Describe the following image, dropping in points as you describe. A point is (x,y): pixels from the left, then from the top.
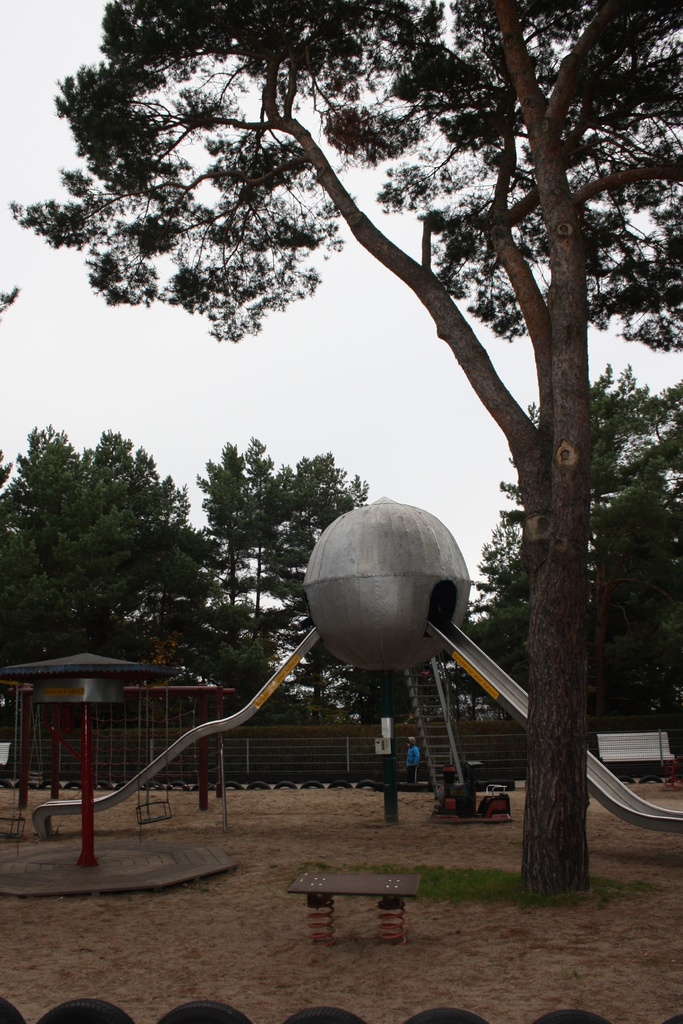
This image is taken outdoors. At the top of the image (82,286) there is the sky (321,370). In the background (174,617) there are many trees (257,588) with stems (537,310), branches (492,205) and green leaves (159,562). At the bottom of the image (84,1001) there is a fence (96,1005) and there is a ground (198,936) with grass (481,874) on it. In the middle of the image (447,635) there are a few slides (436,634) and stairs (415,698). There are a few iron bars (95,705). There is an empty bench (362,877) and a man (416,774) is standing on the ground (403,810). There is a railing (281,753).
